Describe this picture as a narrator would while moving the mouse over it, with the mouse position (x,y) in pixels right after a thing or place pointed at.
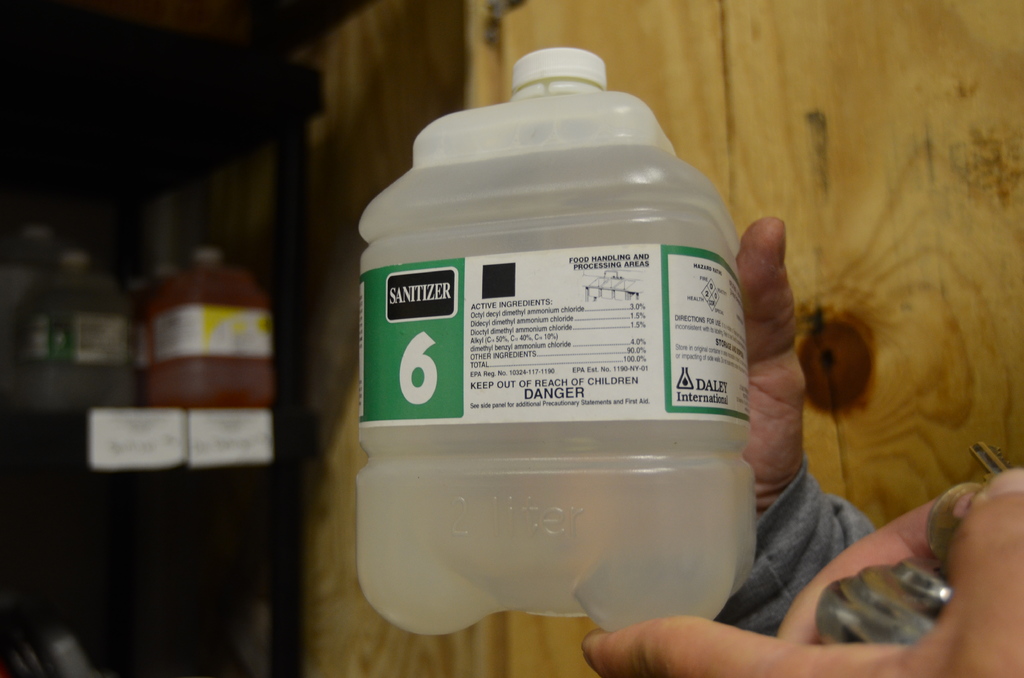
This picture shows a man (686,661) holds a bottle of sanitizer (646,189).
